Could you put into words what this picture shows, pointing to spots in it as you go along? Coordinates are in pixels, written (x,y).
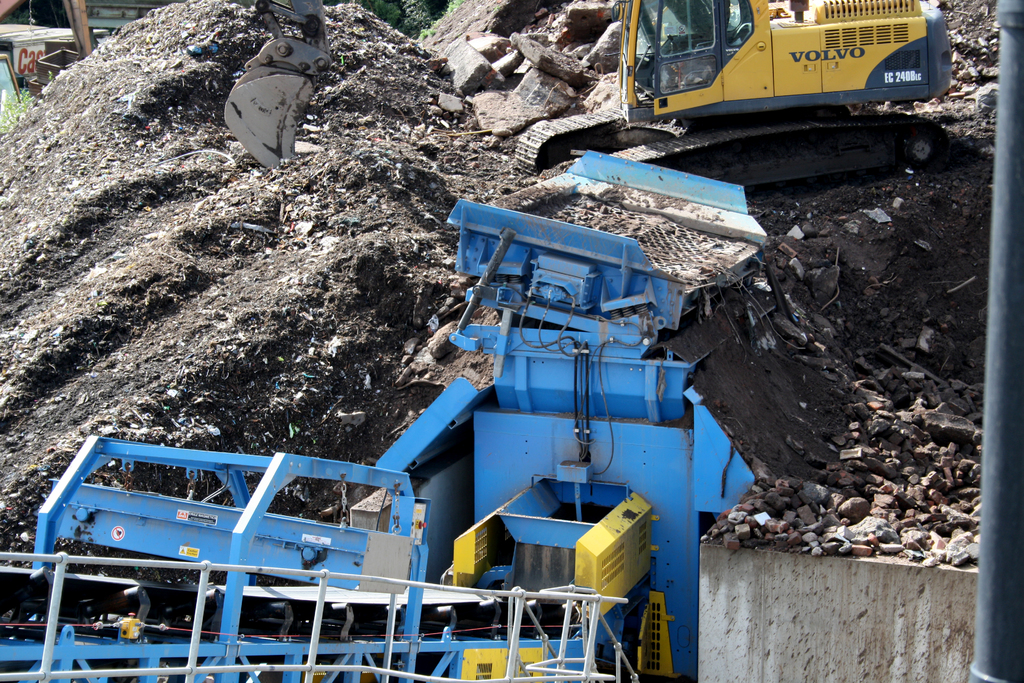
In this picture I can see two vehicles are in the dump yard (422,369) right corner (872,652) we can see a wall (865,625), black color pipe (1003,484).
